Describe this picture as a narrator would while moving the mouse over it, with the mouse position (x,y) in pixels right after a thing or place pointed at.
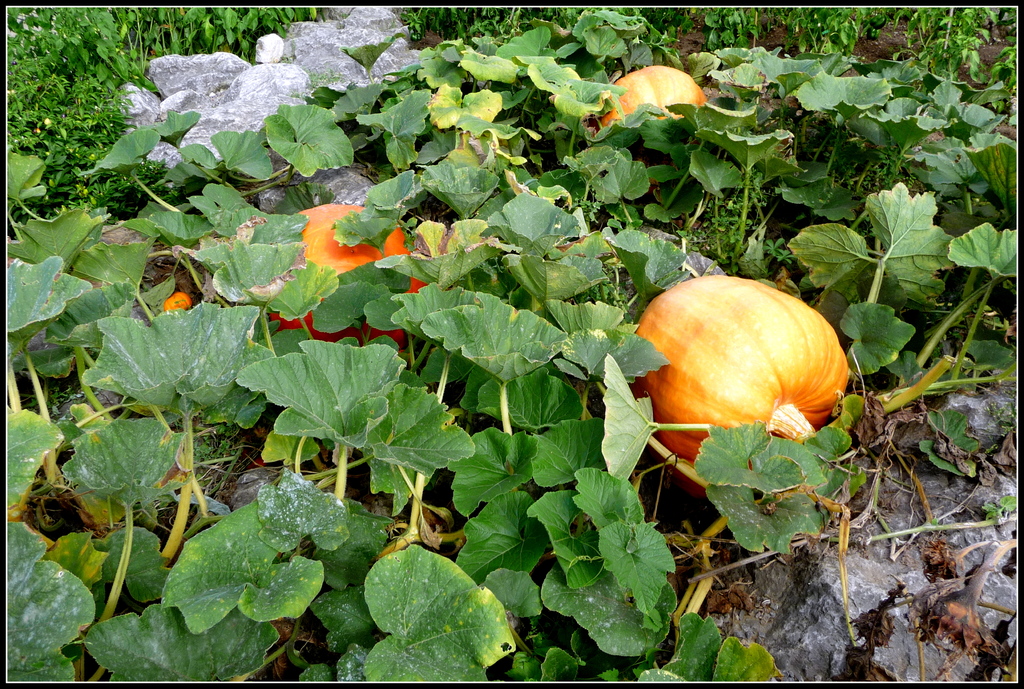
In this picture I can observe pumpkins (755,376) on the land (642,497). In the top of the picture (205,86) I can observe stones (295,87). I can observe plants (326,154) in this picture.
